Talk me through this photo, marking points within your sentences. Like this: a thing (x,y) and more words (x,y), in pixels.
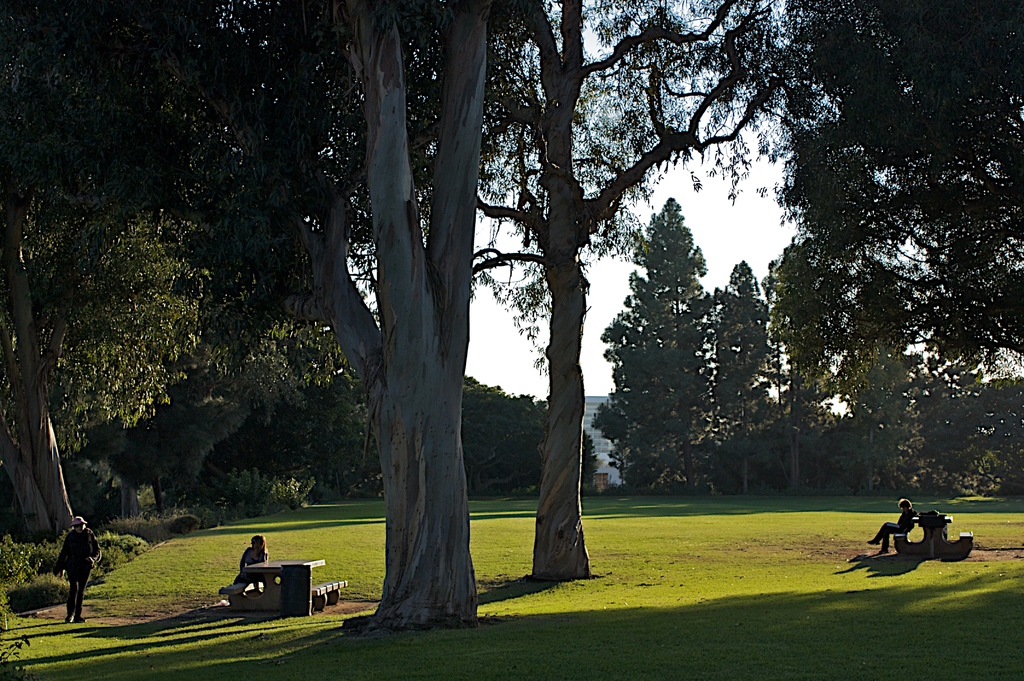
In this image we can see there are two persons (246,566) sitting on the bench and the other person (80,581) walking on the ground (148,579). And there are trees (661,485), grass (677,606), building (600,437) and sky (725,217) in the background (720,209).
